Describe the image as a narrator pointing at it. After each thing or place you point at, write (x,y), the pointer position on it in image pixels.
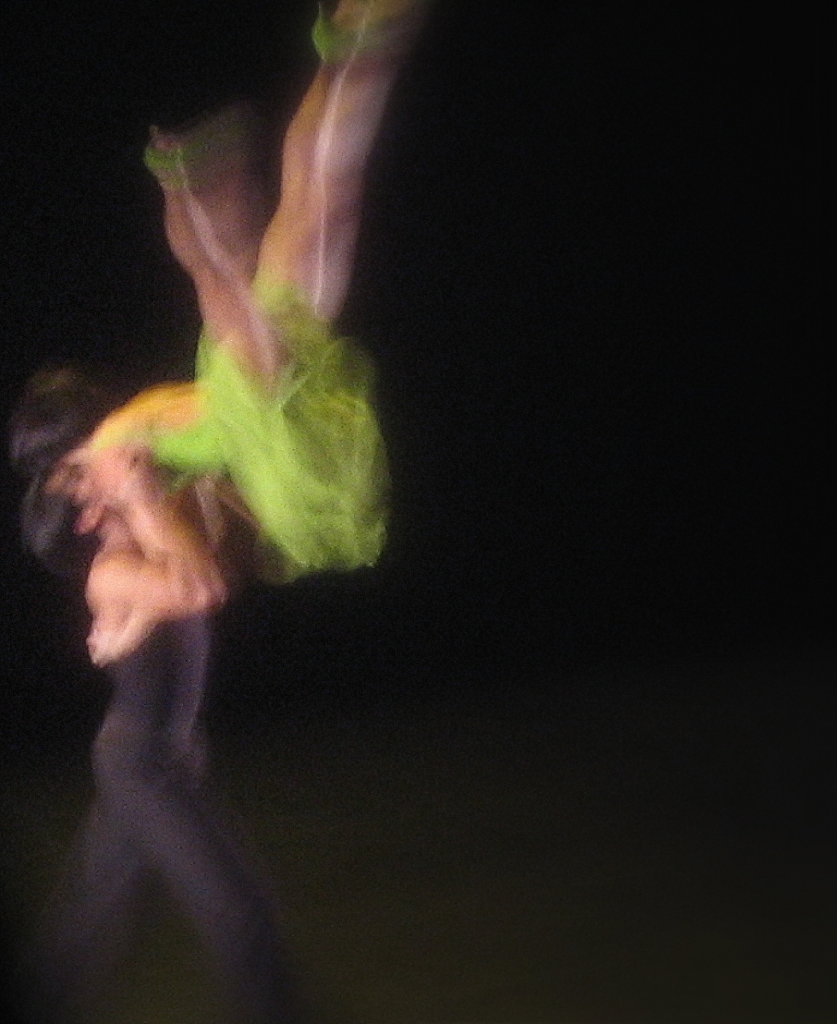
In this image, we can see persons (189,610) on the dark background.
